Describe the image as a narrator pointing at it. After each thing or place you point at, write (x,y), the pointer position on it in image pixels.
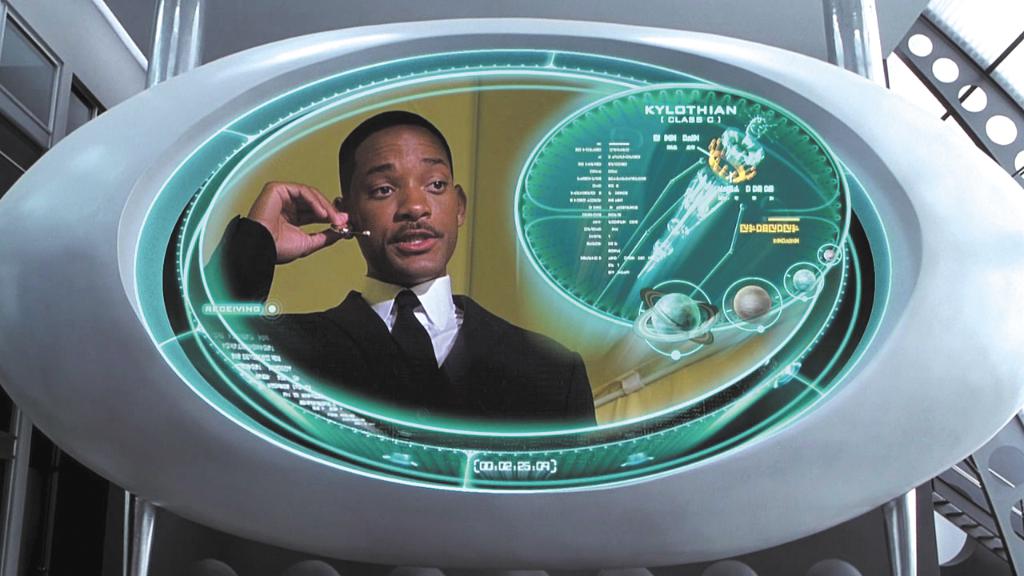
In this image I can see the screen (458,428). On the screen (424,387) I can see the person (368,347) with black and white color dress (359,344). In the background (971,40) I can see the building (754,36) and the sky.
